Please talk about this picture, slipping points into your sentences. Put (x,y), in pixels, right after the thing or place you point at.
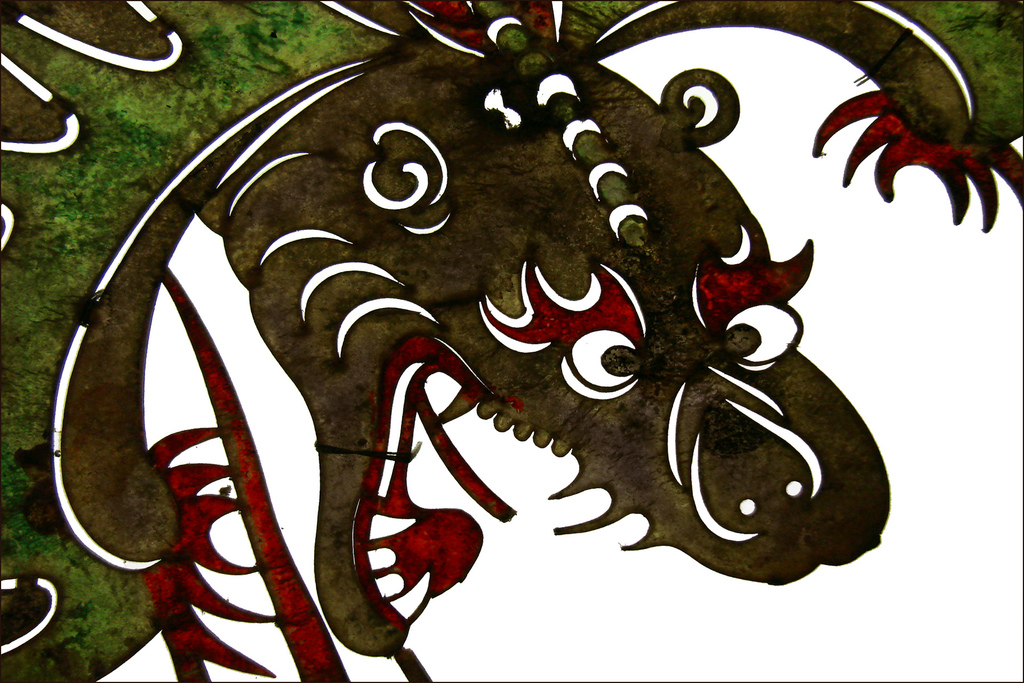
In this image I see the art (309,223) of a dragon (380,248) which is of white, green, brown and red in color and it is white over here.
